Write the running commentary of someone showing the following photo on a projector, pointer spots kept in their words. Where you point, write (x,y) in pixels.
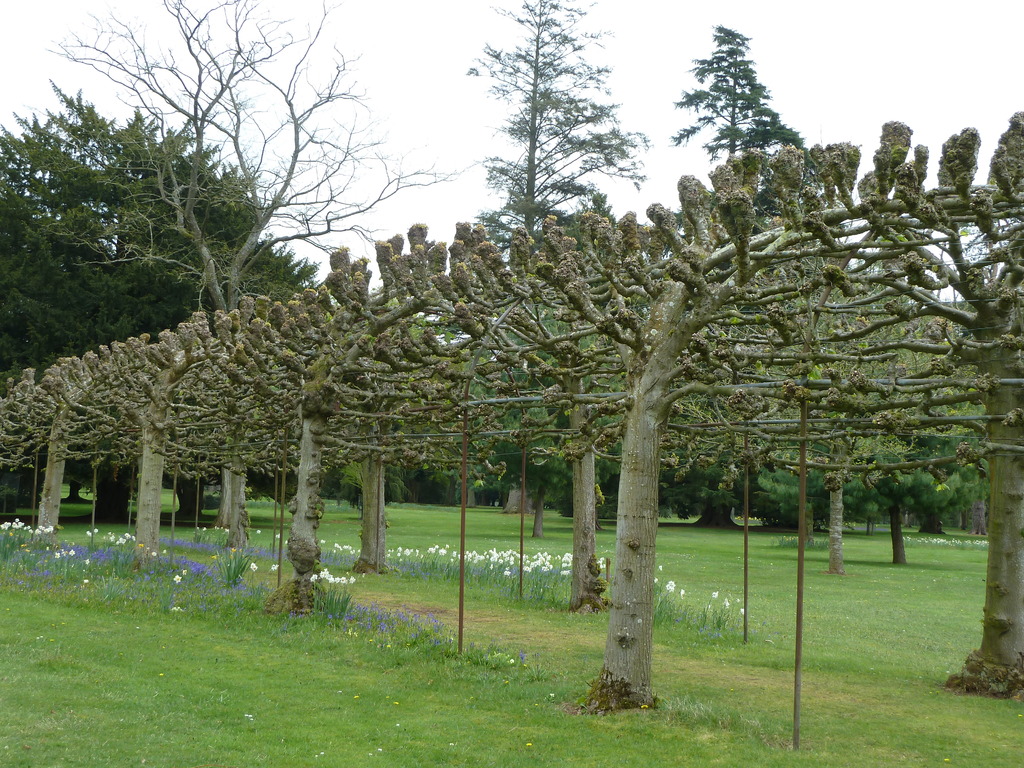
In the image there are different types of plants (321,401) in a garden (467,616) and beside the trees (138,534) there are small flowers (467,562) to the bushes (433,561).
